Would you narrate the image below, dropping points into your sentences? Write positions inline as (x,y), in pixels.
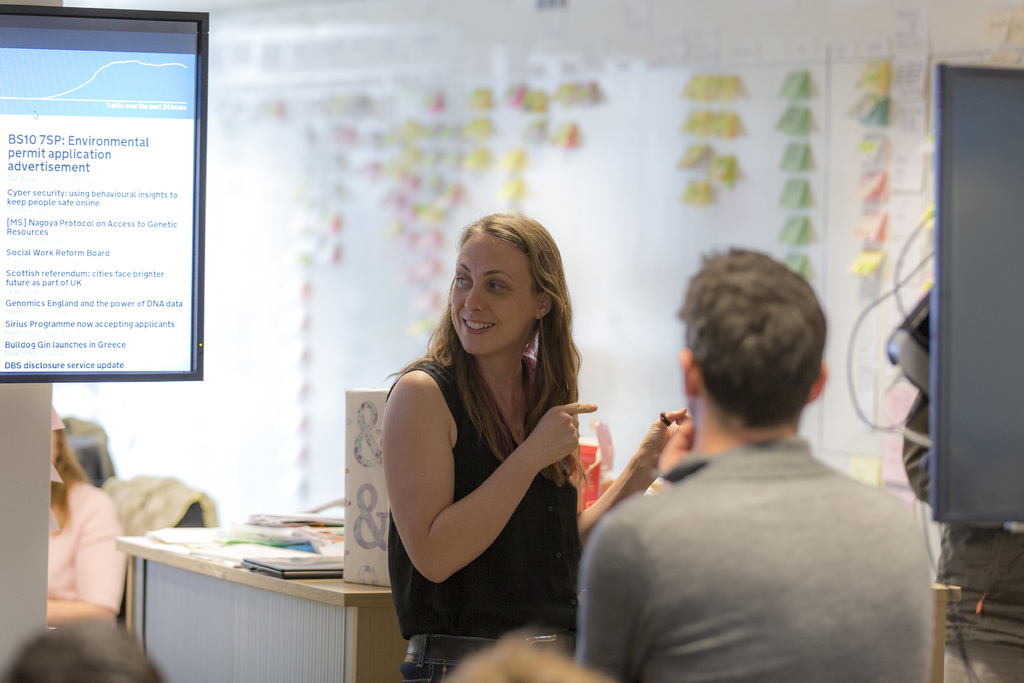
The women (474,503) wearing black dress (519,538) is standing and there are some people (685,566) in front of her and there is a television (70,237) on either sides of her.
